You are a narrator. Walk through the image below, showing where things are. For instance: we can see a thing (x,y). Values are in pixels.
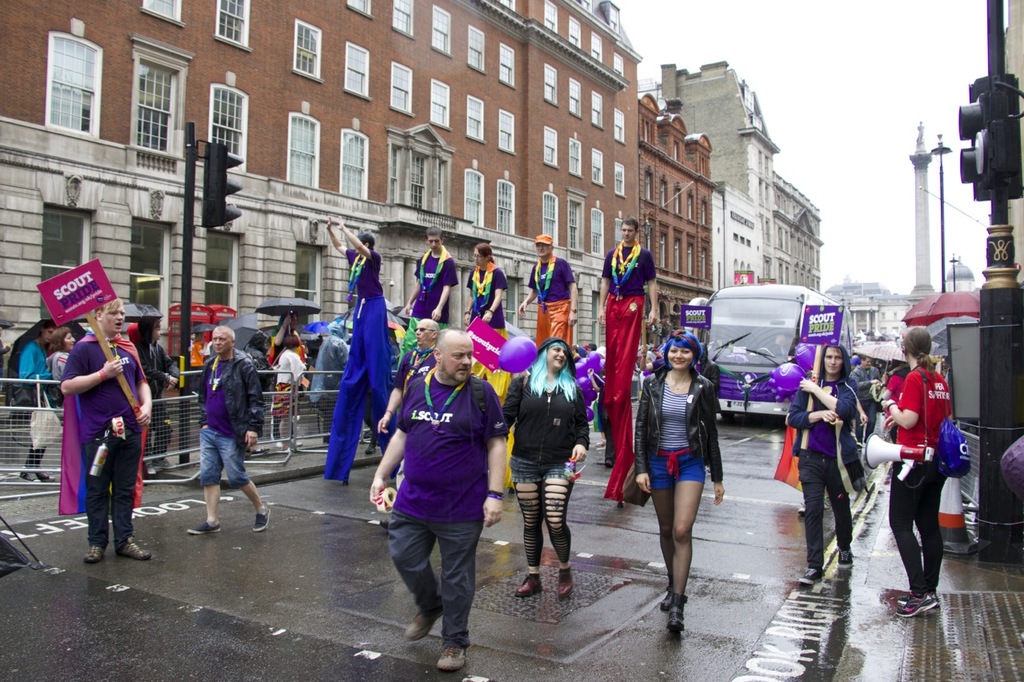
In the picture some event is being conducted regarding the gender rights many of the people (353,359) are in purple attire (421,406) and the road (309,486) is very wet and in the left side (201,185) there is a footpath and there is a traffic signal pole (181,355) on the footpath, behind footpath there are a lot of buildings (760,175).
